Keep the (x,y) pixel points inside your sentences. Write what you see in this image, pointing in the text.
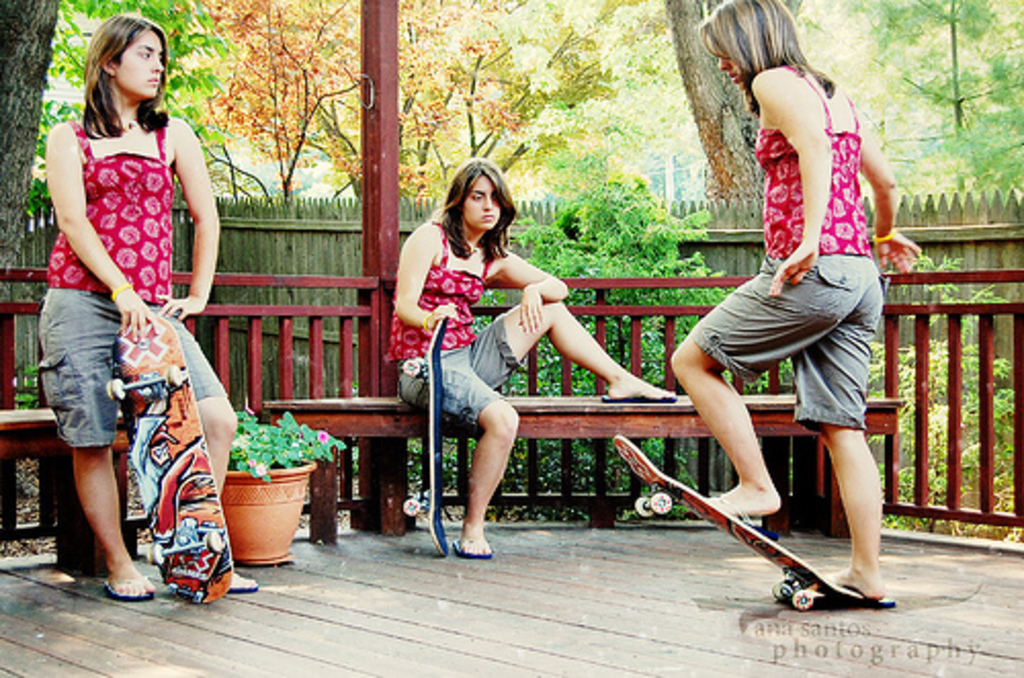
This image is taken outdoors. At the bottom of the image (310,621) there is a wooden platform (596,626). In the background (449,118) there are many trees (912,114) with leaves (419,86), stems (20,99) and branches (304,58). There is a wooden fence (347,268). There are few plants (605,251). There is a railing (987,326). On the left side of the image (141,291) a girl (114,225) is standing and holding a skating board (169,443) in her hand (129,300). There is a plant (269,466) in the pot (271,494). In the middle of the image (454,318) a girl (421,292) is sitting on the bench (367,414) and holding a skating board (440,449) in her hand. On the right side of the image (809,203) a girl (801,118) is standing on the skating board (783,549).
